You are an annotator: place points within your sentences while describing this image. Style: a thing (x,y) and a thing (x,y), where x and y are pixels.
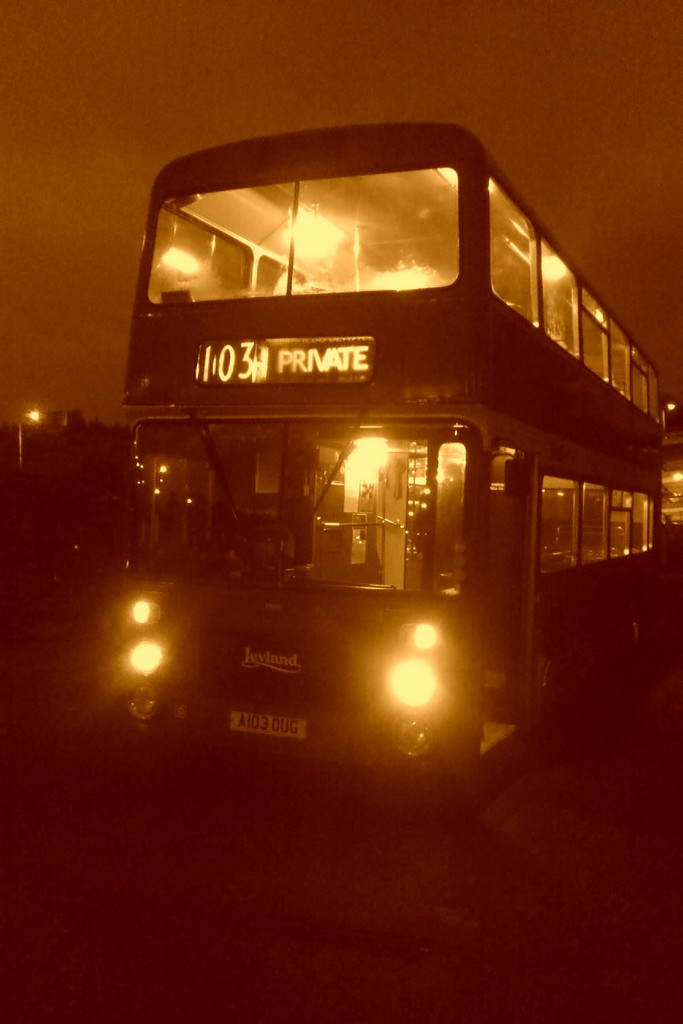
In this picture I can observe a bus (306,581) moving on the road (444,900). There are lights (404,690) in the bus (358,430). I can observe a board (280,343) on the bus (219,375). In the background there is a sky (360,103).
